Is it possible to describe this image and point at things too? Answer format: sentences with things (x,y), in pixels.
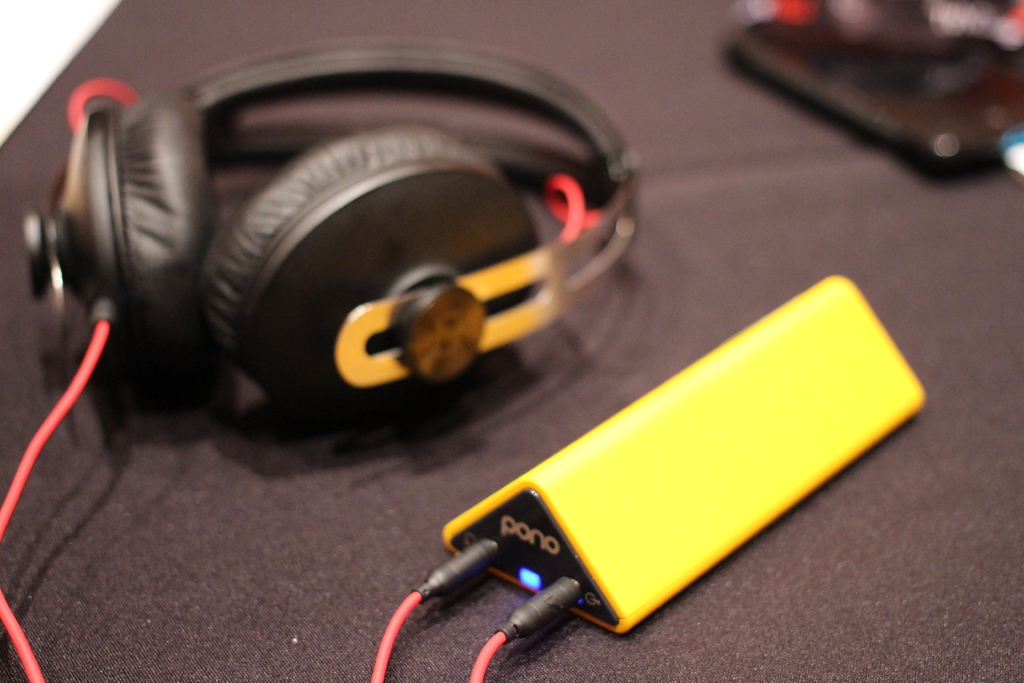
In this image I can see a headset (345,337). Also there is a digital music player (656,545). And the background (833,118) is blurry.
